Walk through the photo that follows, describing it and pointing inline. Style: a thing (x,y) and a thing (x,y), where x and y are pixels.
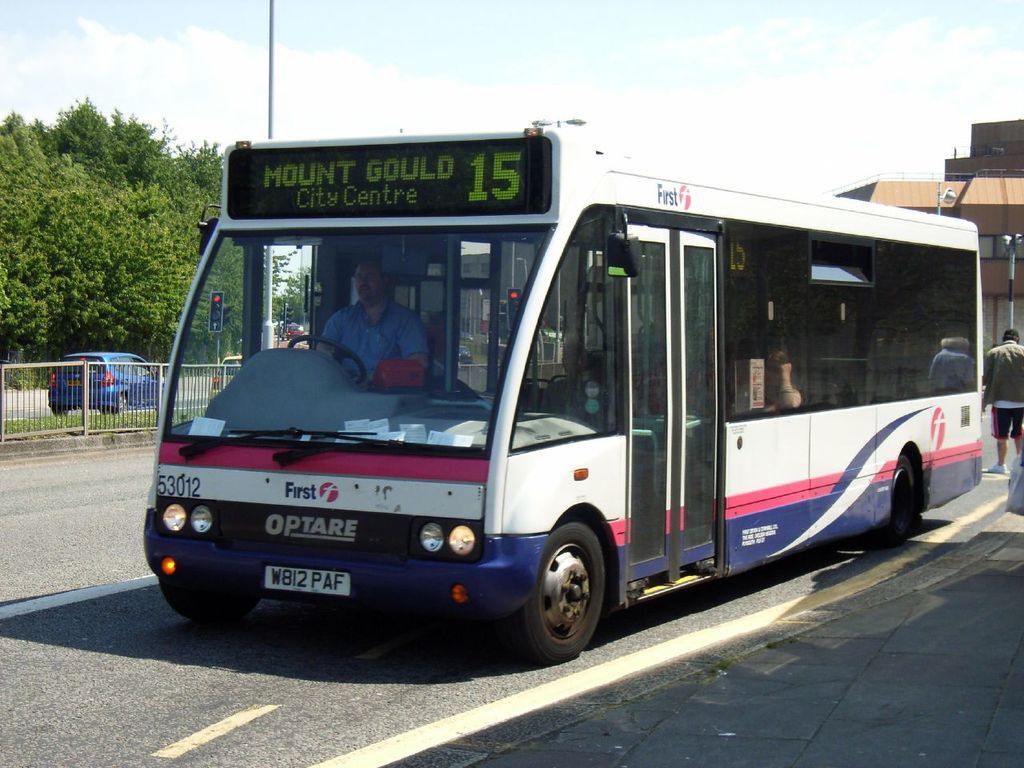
In this picture I can see the road (24,485) in front (307,703) on which there is a bus (403,423) and I can see a man (372,298) near to the steering wheel (300,347) and on the bus (316,202) I can see a screen (347,168) on which there is something written and on the right side of this picture (1015,378) I can see a person (995,370). In the background (8,377) I can see the fencing (8,377), a car (60,378), a traffic signal (214,327), a pole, a building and the clear sky (615,113).
